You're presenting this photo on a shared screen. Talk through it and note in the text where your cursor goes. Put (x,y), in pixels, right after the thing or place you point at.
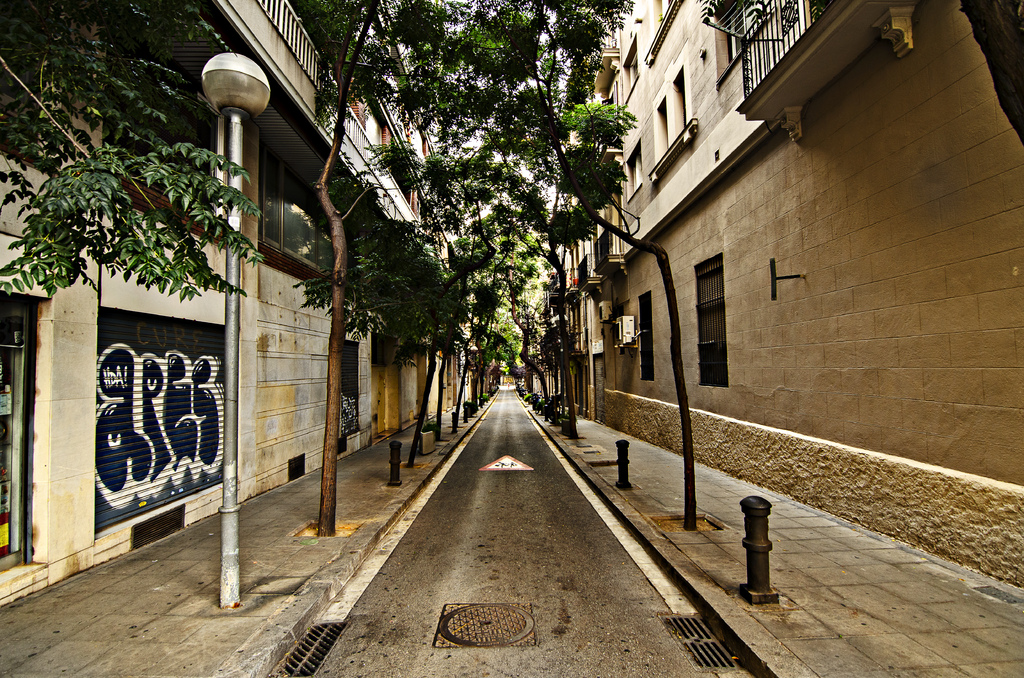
In this image we can see buildings (268,160), trees (178,279), street poles (226,180), street lights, air conditioners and barrier poles (544,404).
